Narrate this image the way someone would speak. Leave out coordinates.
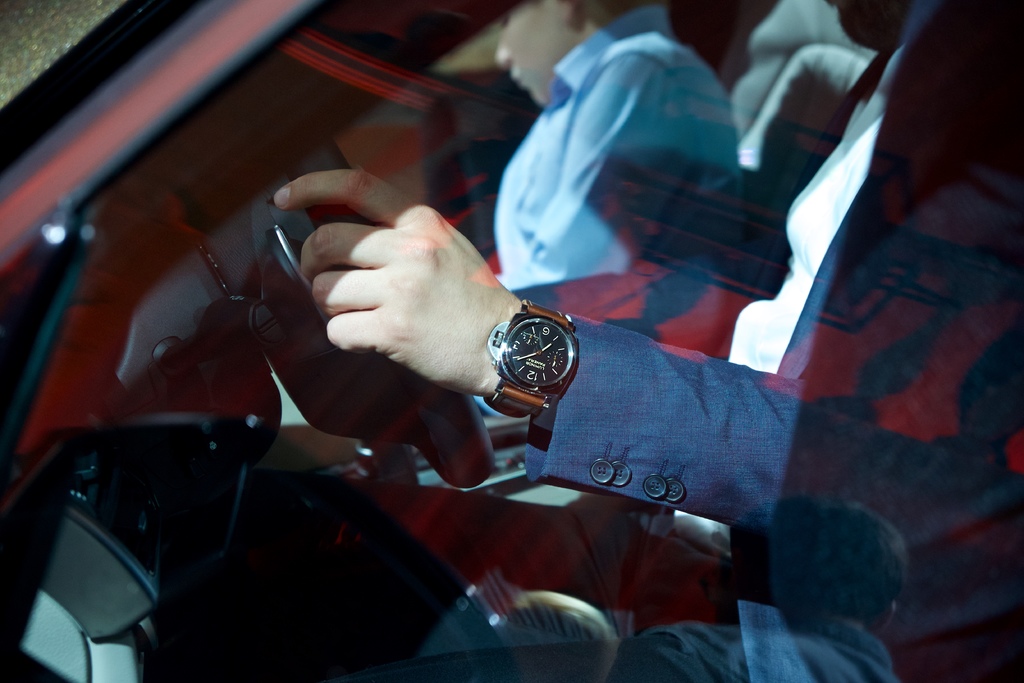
A person's hand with wrist watch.
